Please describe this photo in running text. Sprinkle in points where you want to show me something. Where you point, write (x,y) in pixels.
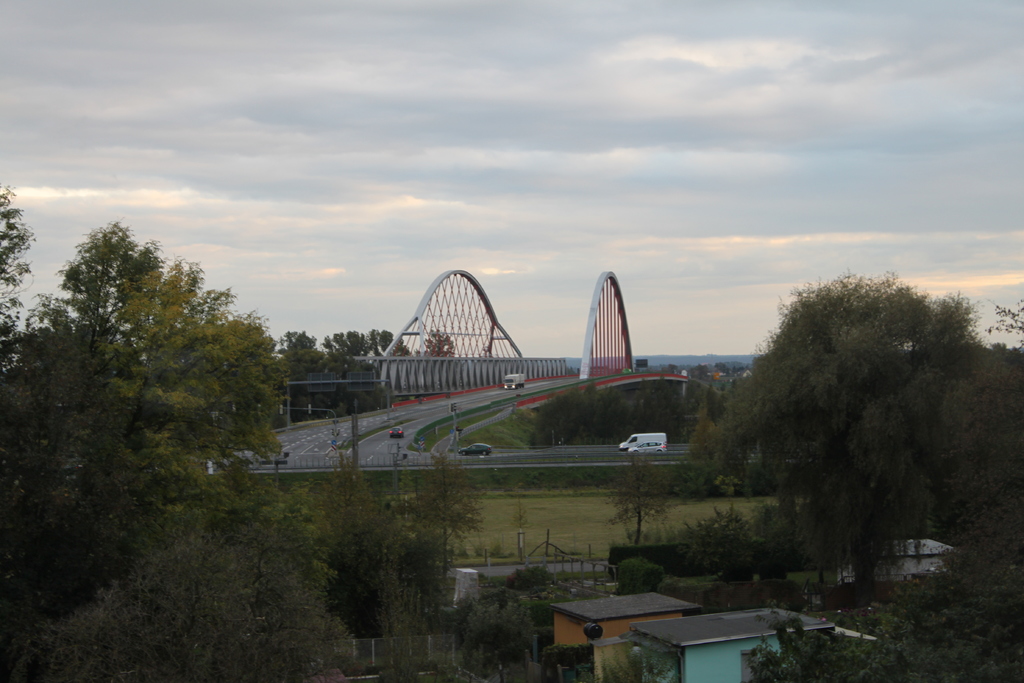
These are the trees (425,529). These look like small houses (653,621). I can see vehicles (659,446) moving on the road (386,443). This looks like a bridge (411,370). Here is the grass (581,523). This looks like a fencing (441,648). I can see small bushes (648,585) and plants (642,568). This is the sky (870,167).
